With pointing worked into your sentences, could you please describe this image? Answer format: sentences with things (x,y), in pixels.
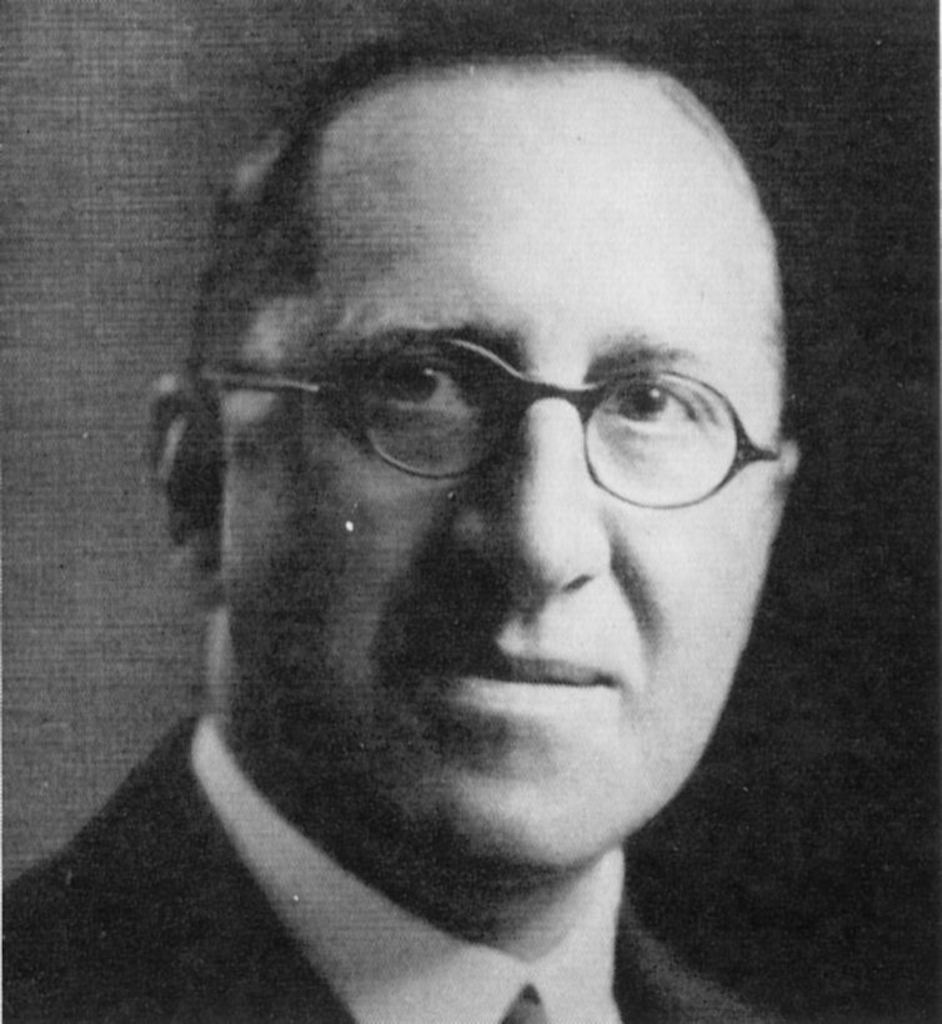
In the picture I can see person (536,603) wearing a spectacles (705,413), this is a black and white image.
